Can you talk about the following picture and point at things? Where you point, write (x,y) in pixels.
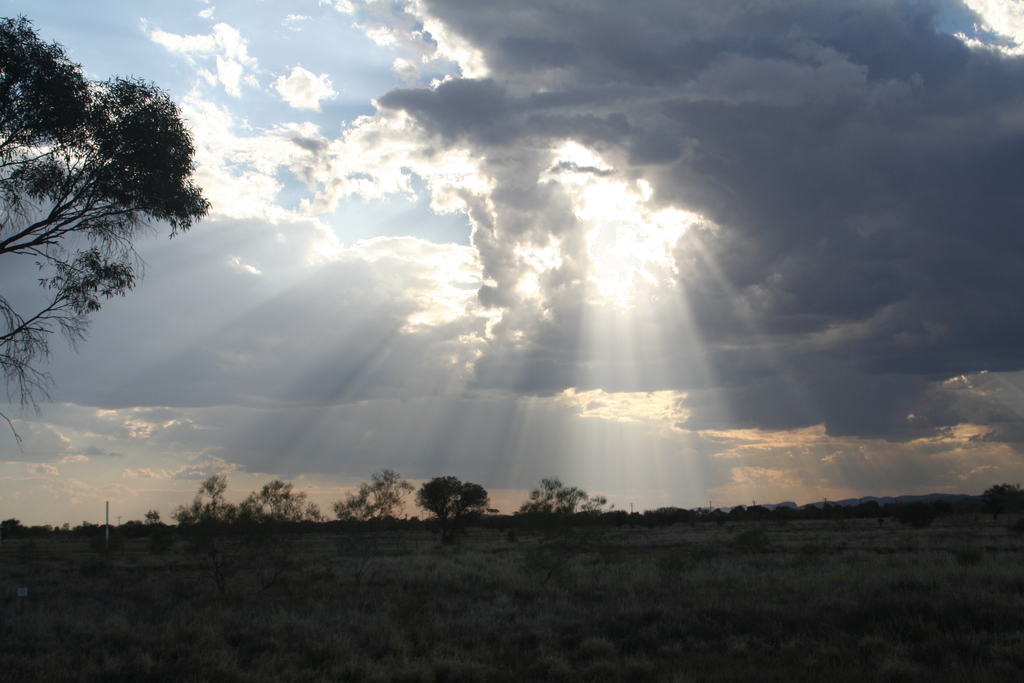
This is ground (589,565). Here we can see trees (67,156) and a pole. In the background (441,275) there is sky (560,249).
